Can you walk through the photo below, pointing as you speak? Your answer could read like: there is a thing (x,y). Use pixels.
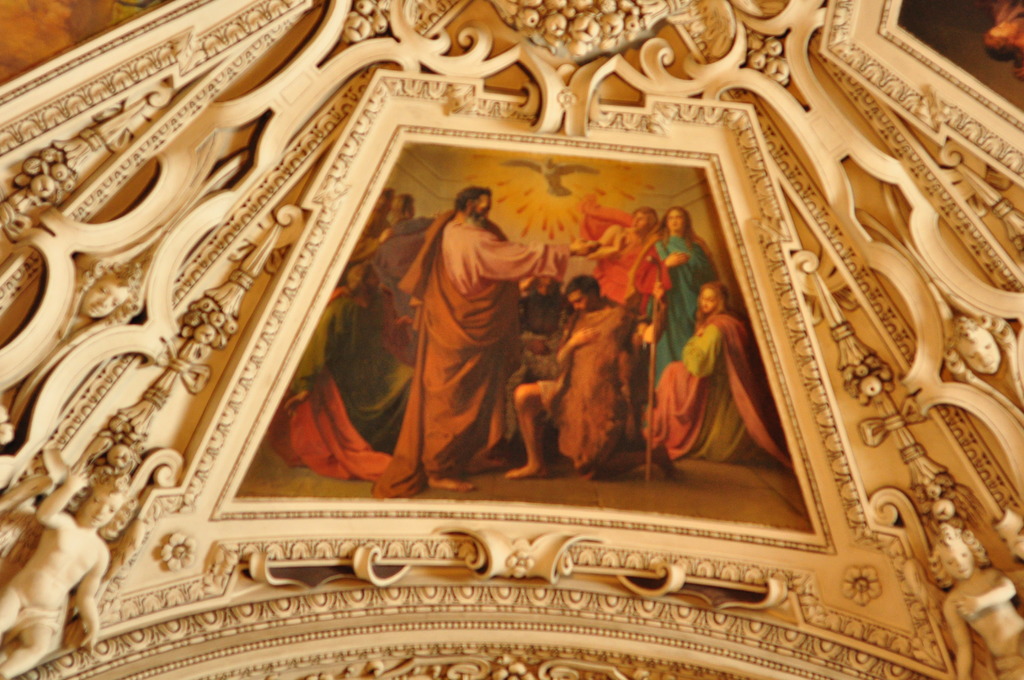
As we can see in the image there is a photo frame (330,357). In the photo frame (465,243) there are few people (414,383) and there are sculptures (121,297).
